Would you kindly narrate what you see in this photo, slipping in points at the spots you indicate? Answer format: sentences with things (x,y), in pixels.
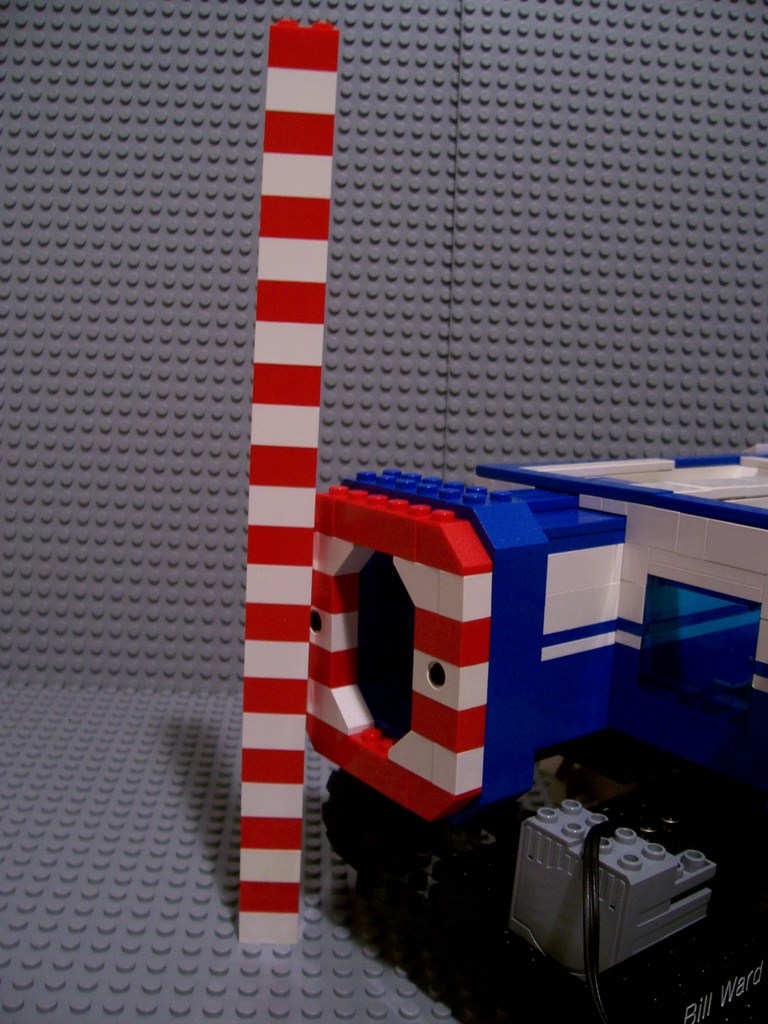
In this picture we can see a pole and few objects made of a Lego (117,604).
